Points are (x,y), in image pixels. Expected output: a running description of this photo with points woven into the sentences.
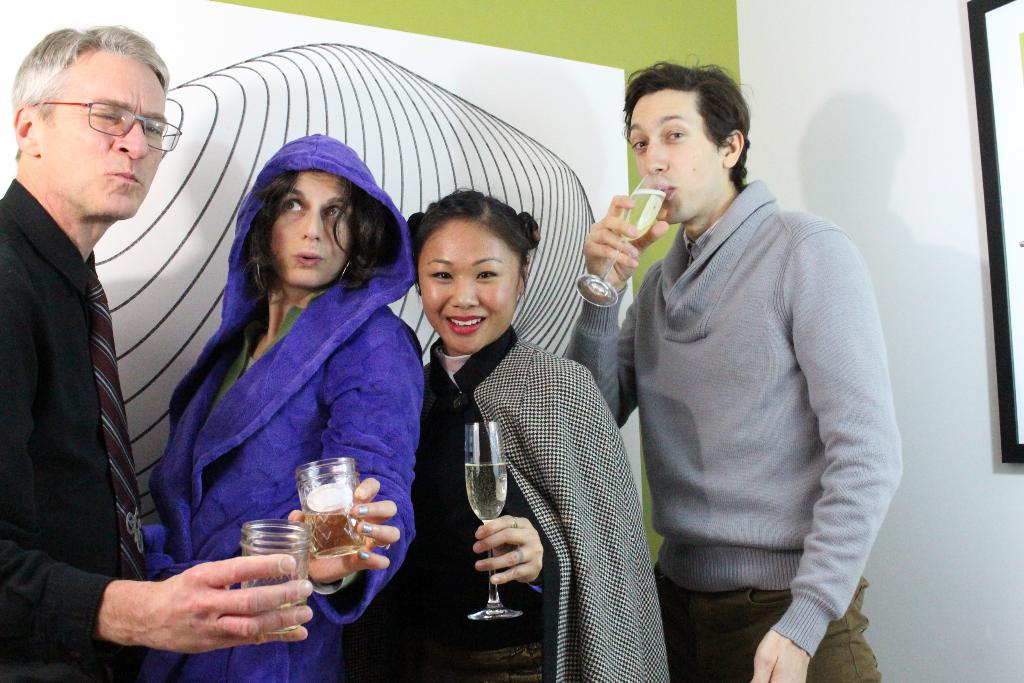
In this picture, we can see a few people (515,396) holding glass (502,508) with some liquid (473,482) in it, we can see the wall (531,149) with some design (566,125).
